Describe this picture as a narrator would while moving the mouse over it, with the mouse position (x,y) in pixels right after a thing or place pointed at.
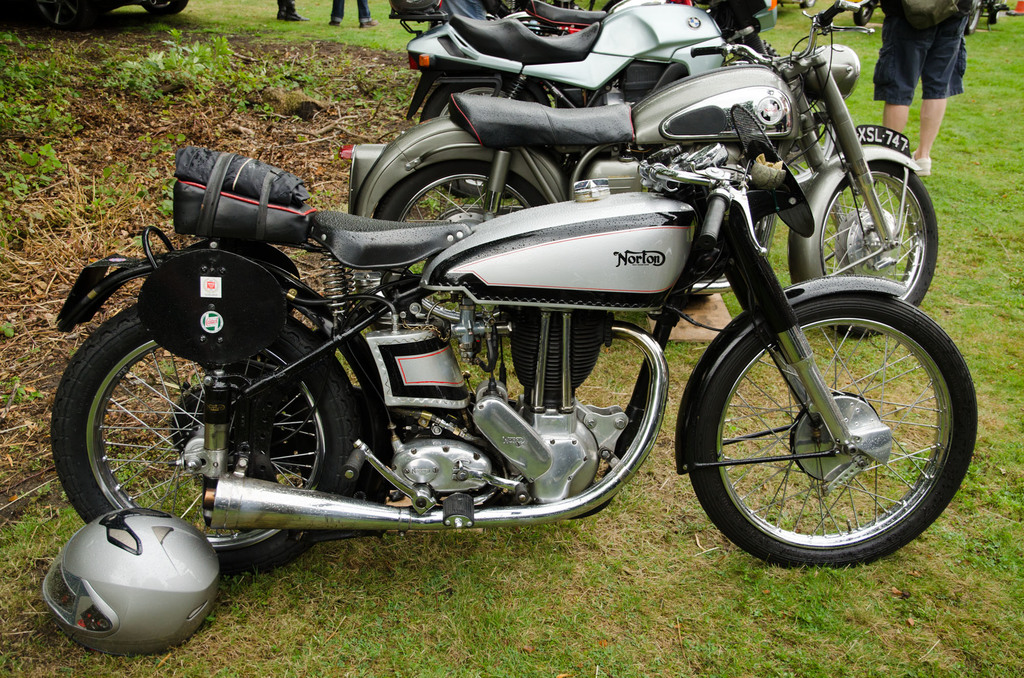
On the left side (94,524), there is a helmet (121,542) on the grass (150,656) on the ground (90,663). Beside this helmet (184,598), there are bikes (778,69) parked on the ground (764,589). In the background (936,88), there are persons (925,69), there are vehicles (816,32) and there are plants (175,51) on the ground (135,56).
